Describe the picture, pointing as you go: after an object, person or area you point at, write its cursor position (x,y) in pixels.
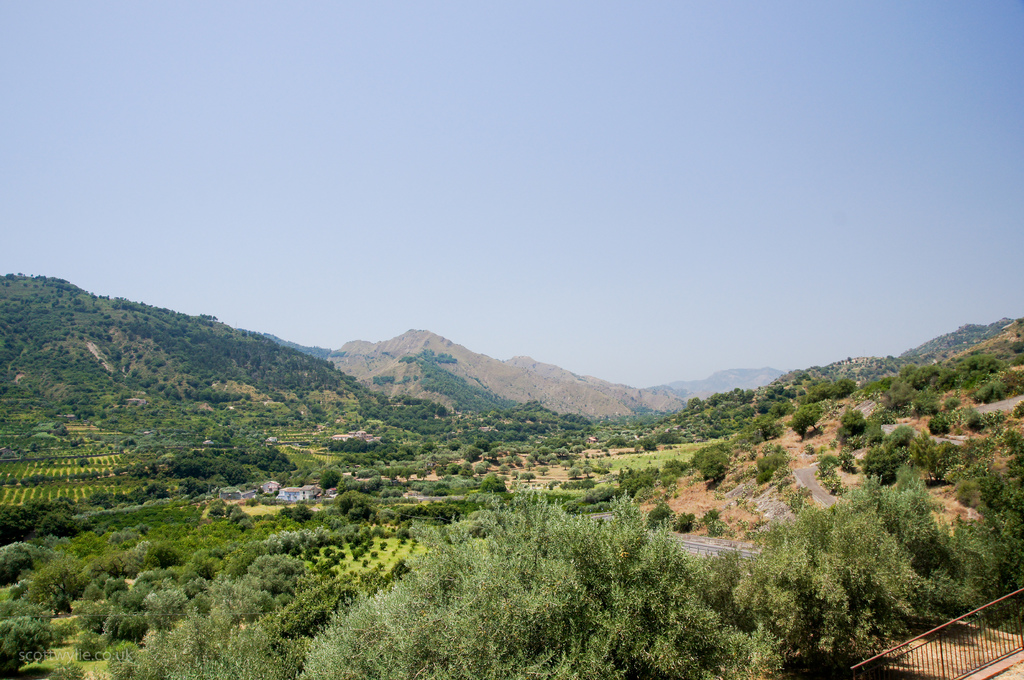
In this image I can see the hill view (278,438) and I can see the sky (336,119) and trees (63,573) visible.
